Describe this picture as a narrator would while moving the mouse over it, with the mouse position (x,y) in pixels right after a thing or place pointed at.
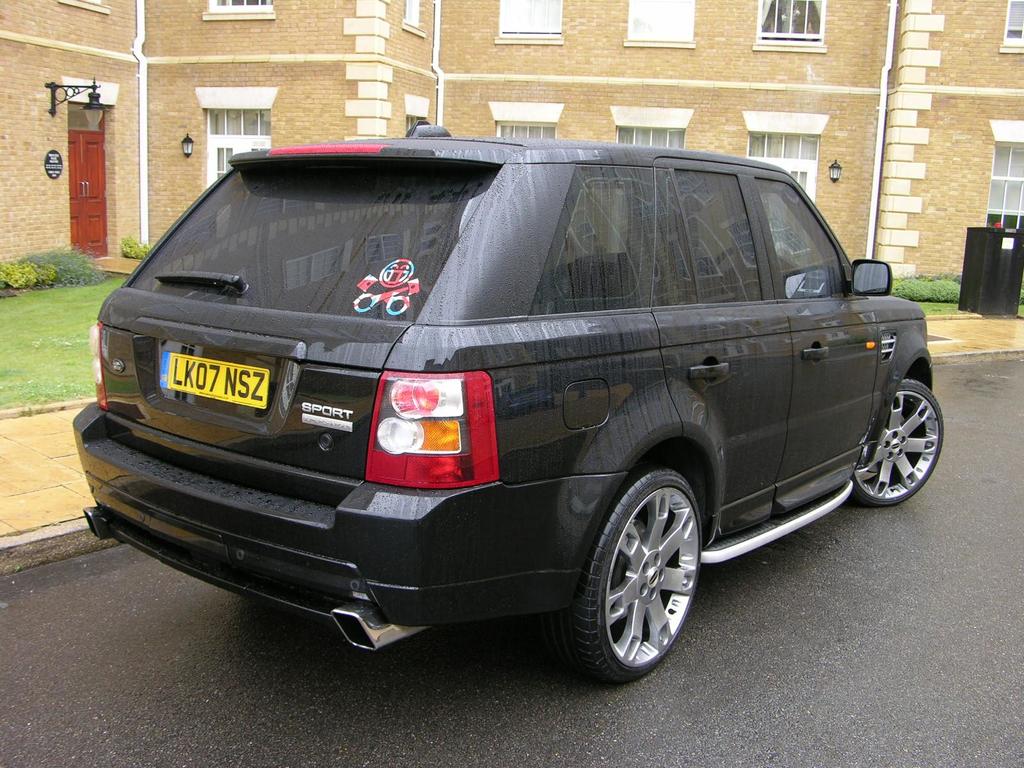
This is a black car (637,369), which is parked on the road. I can see a building (414,43) with the windows (815,29) and a door (79,167). This is a lamp (93,116), which is attached to the wall (38,104). These are the small bushes (56,255). On the right side of the image (971,265), that looks like an object (965,268), which is black in color. Here is the grass (68,340).
